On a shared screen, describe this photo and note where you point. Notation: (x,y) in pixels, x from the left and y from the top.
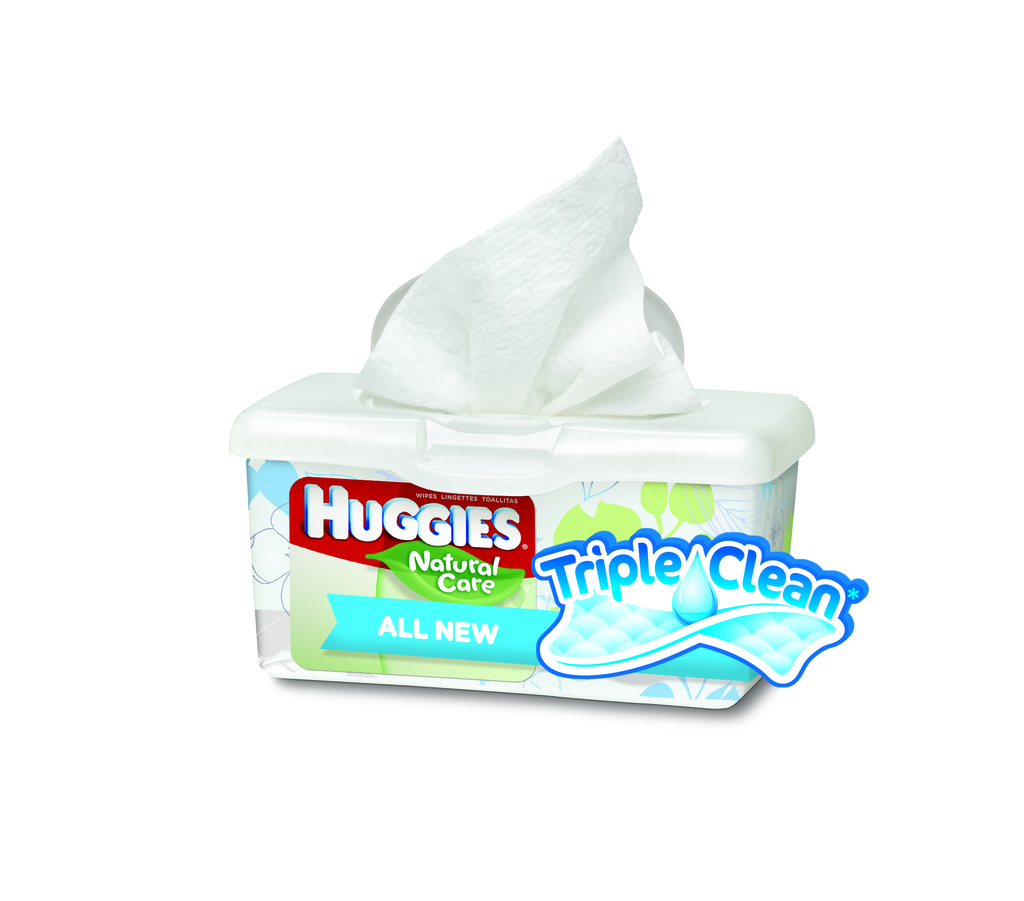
In this picture we can see Huggies baby wipes (596,309) in a white box (536,632).
